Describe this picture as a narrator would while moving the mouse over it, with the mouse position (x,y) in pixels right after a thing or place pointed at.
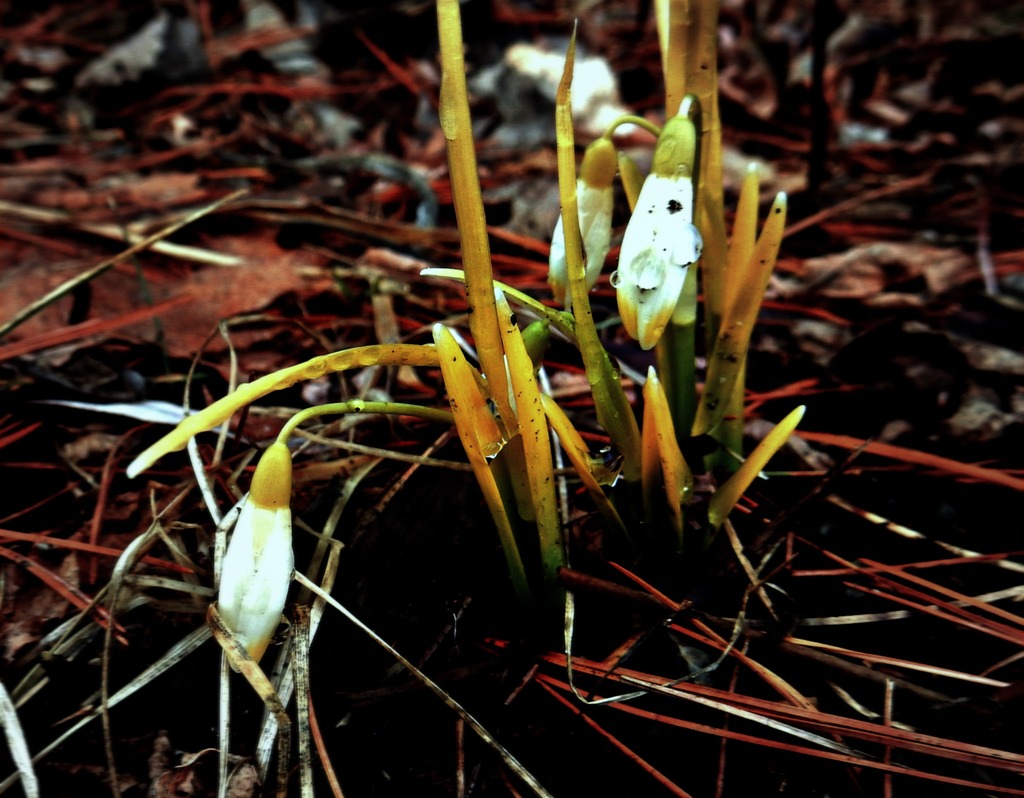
We can see grass (570,594), plant (642,500) and buds (648,230). In the background (423,90) it is blur.
